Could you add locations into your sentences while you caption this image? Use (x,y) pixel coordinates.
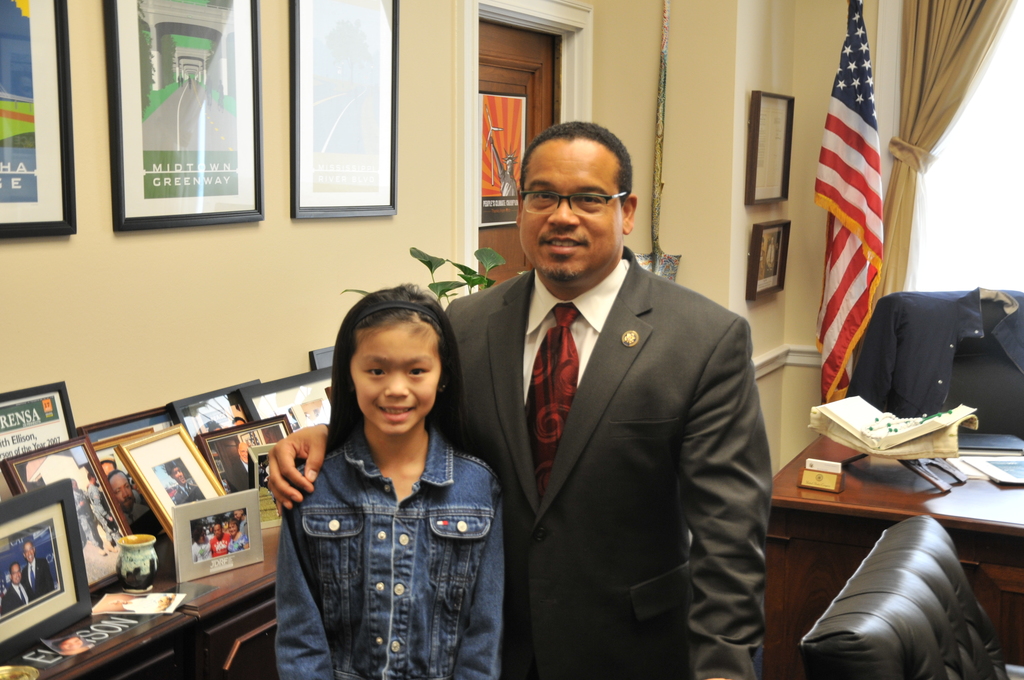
On the background (379,121) we can see photo frames (326,132) over a wall (78,138). This is a door (519,58) and poster (515,158). this is a flag (853,228). We can see a window (974,197) and a curtain (942,138) here. On the table (864,472) we can see a book (863,407), photo frames (205,453) and a mug (131,571). Here we can see one man (608,252) standing and he laid his hand (312,437) on a girl's shoulder (348,470). There is a coat (946,342) over a chair (972,344). At the right side of the picture (946,625) we can see empty chair (943,636).
